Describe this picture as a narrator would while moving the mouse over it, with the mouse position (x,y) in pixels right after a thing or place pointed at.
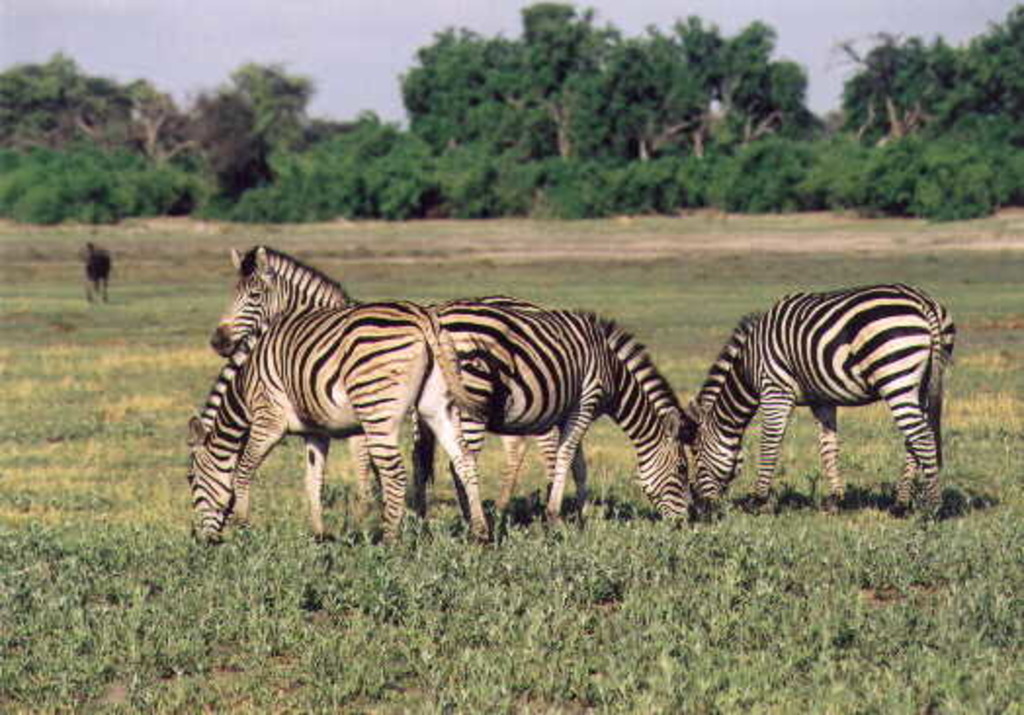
In this picture we can see a group of zebras (558,326) on the grass (278,652) and in the background (122,279) we can see an animal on the ground (370,254), trees (295,135), sky (216,84).
